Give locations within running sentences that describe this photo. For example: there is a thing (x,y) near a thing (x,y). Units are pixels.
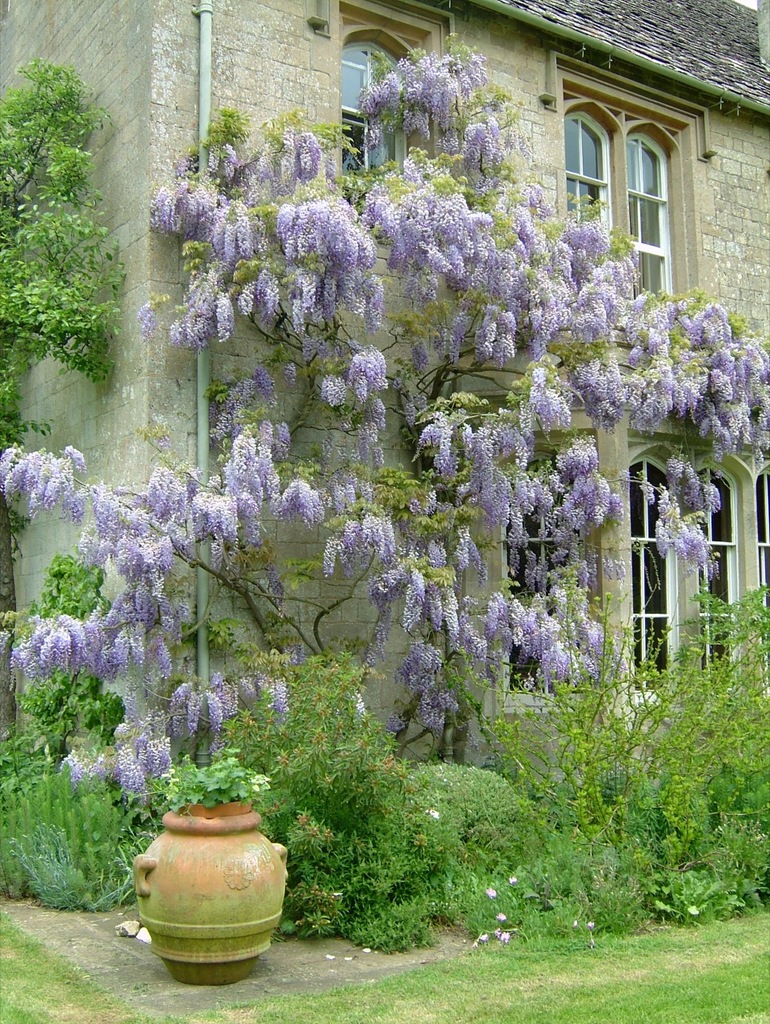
In this image in the foreground (394,831) there are some plants (463,532) and flowers (629,397) and flower pot (194,896), at the bottom (741,968) there is grass (67,970) and in the background (604,549) there is a house (316,94), pipe (203,46) and windows (585,123).
